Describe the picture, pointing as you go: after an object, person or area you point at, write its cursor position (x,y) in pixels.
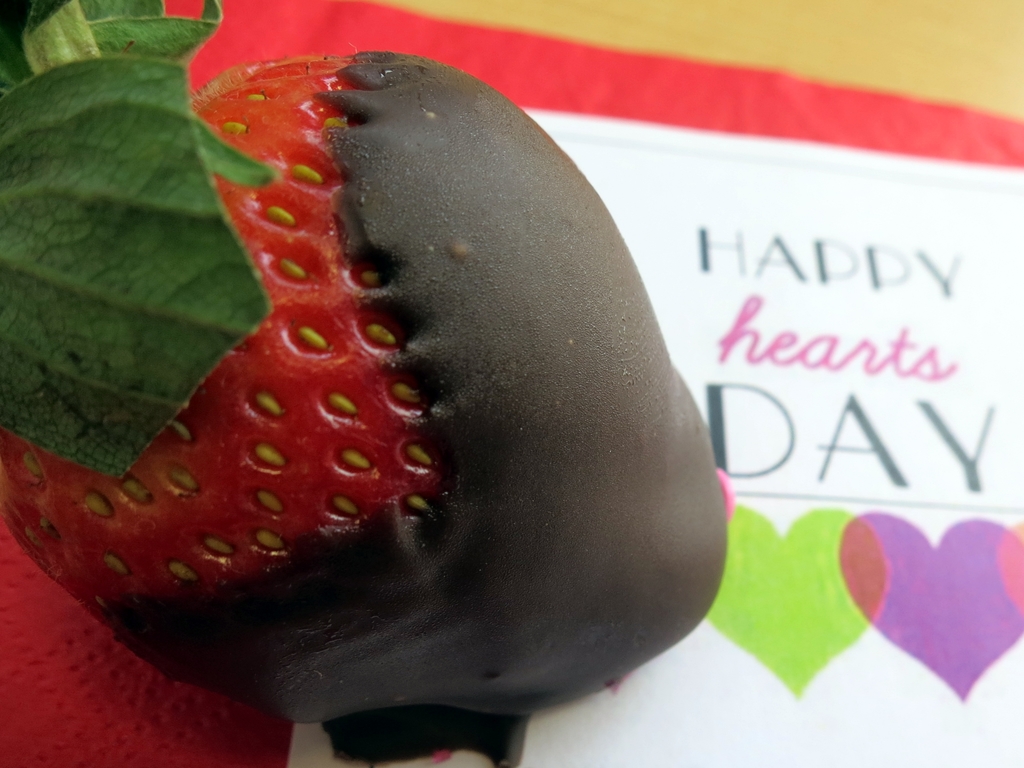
In this image at front (572,491) there is a strawberry (321,391) dipped in a chocolate (418,578). At the back side (725,164) there is a card (664,157) on the red napkin (756,119).
